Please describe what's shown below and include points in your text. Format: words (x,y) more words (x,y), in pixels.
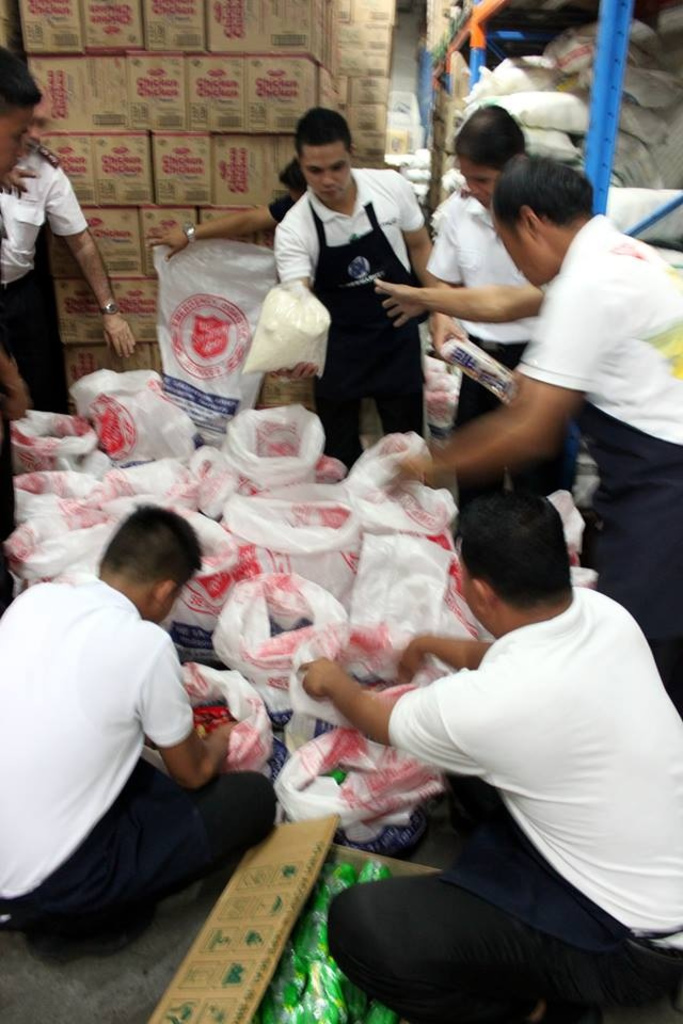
In this image on the right (607,412), there is a man (607,412), he wears a t shirt (592,385), trouser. At the bottom (596,764) there is a man (558,782), he wears a t shirt (568,761), trouser (523,941). On the left bottom (65,747) there is a man (91,747), he wears a t shirt (126,763), trouser (171,879). In the middle (349,358) there is a man (344,219), he wears a t shirt (402,198), trouser (402,402), he is holding a bag (296,344). On the left (27,202) there is a man (69,243), he wears a shirt (69,215), trouser (56,316). In the middle (243,444) there are many covers (282,546). In the background (651,191) there are some people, boxes (375,131), bags (576,124).
